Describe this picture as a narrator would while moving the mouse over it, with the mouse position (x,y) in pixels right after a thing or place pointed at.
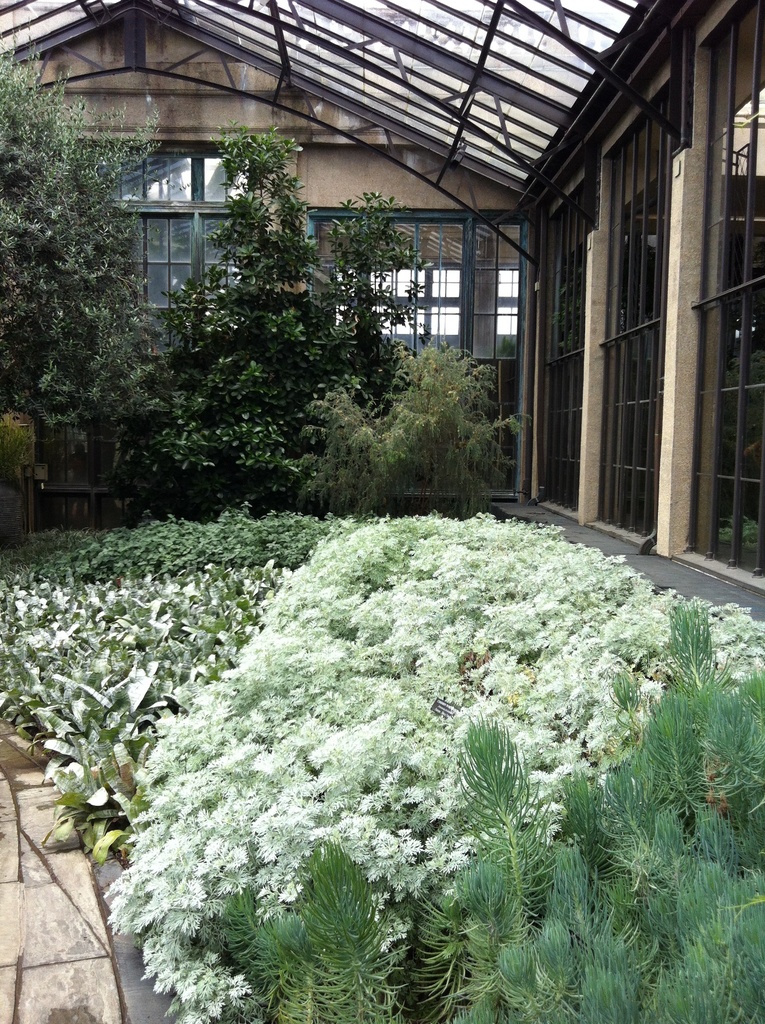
At the bottom of this image (280,961) there are many plants (354,619). On the right side (736,239), I can see the glass (627,308). In the background (220,401) there are some trees (106,352) and a building (314,135).
